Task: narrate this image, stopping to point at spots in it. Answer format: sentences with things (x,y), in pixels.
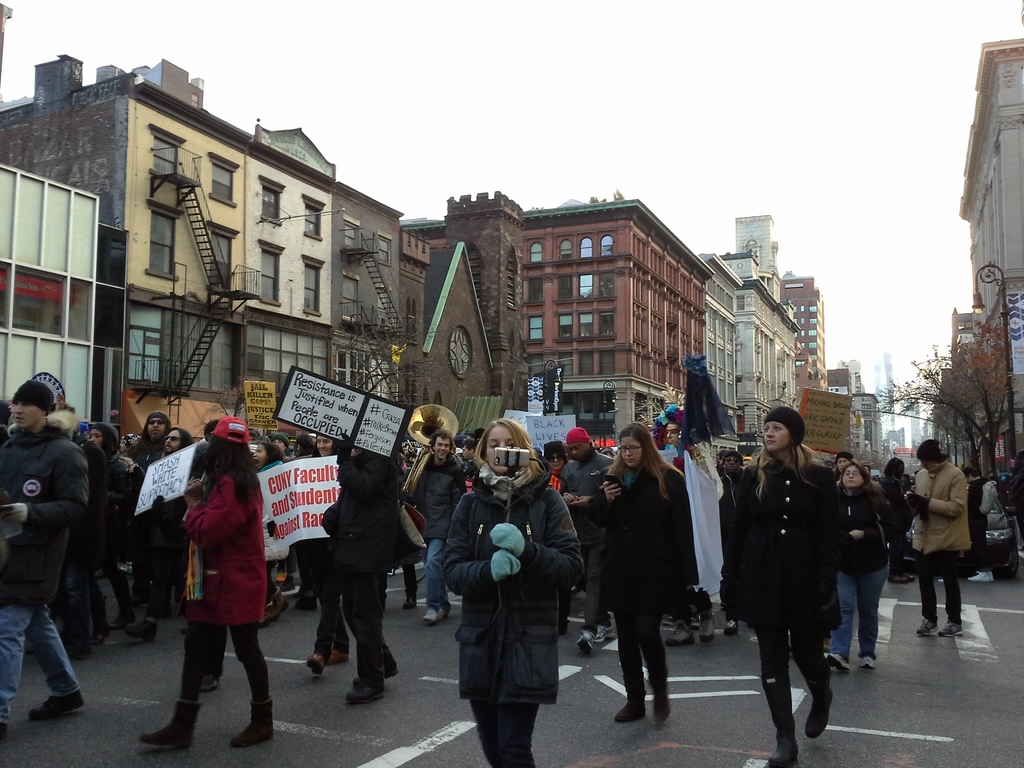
This picture shows few people (32,486) walking on the road (314,714) and few are holding placards (346,400) in their hands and we see couple of women (539,532) holding mobiles (500,460) in their hands (609,493) and we see buildings (713,256) and couple of trees (979,337) and we see a pole light (1002,313) and few stairs (369,321) and a cloudy sky (657,43).
